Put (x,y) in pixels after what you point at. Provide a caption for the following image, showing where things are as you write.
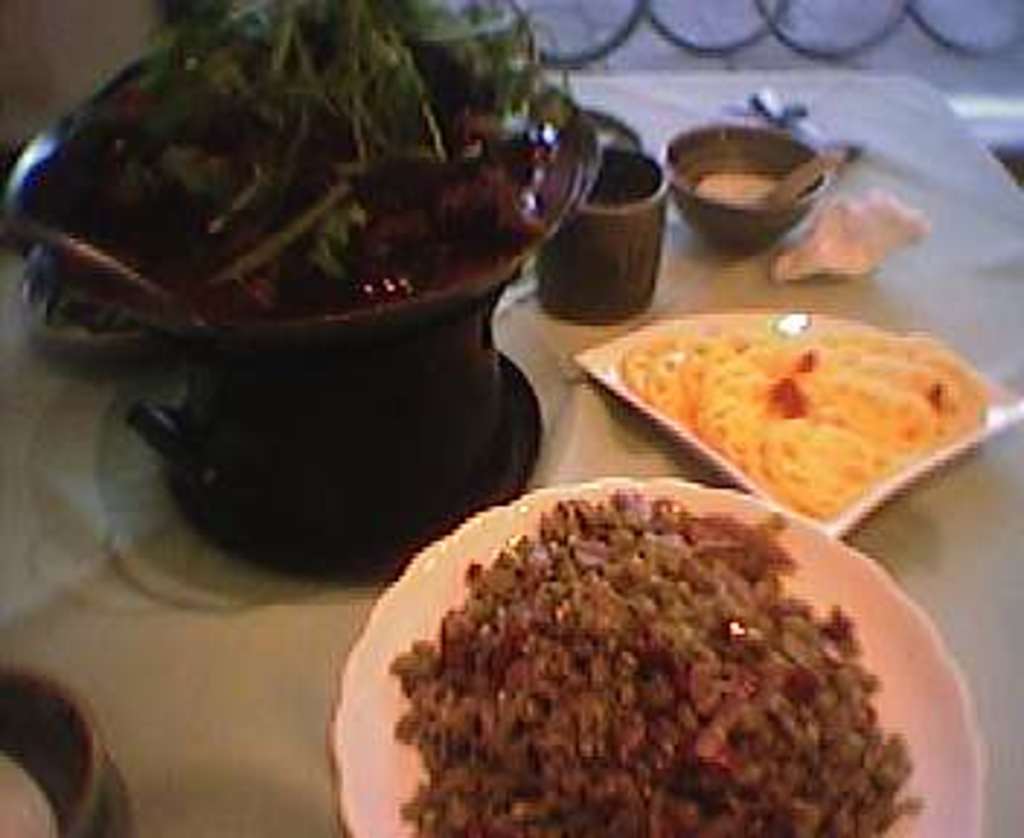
In the image we can see plate (626,609) and food (650,621) on the plate (672,593). We can even see the bowl (749,242), tissue paper (794,249), leaves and the image is slightly blurred.
